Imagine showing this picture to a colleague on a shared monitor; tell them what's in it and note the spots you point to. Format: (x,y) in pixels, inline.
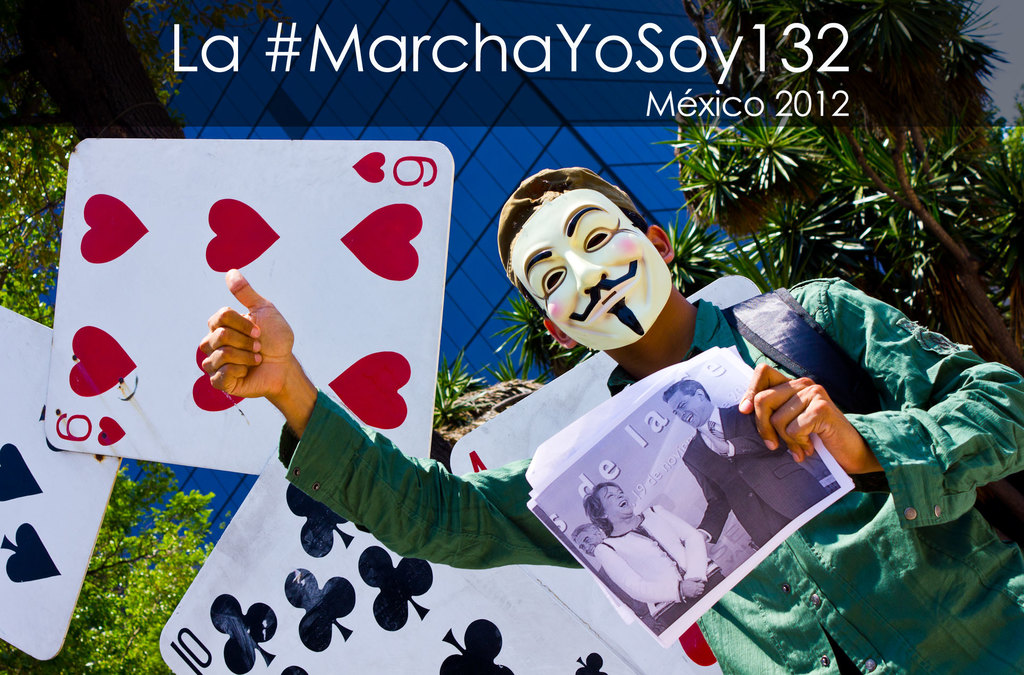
In this image I can see few trees (65,179), a building (498,205), few white colour cards (312,346) and here I can see one person (683,331) is standing. I can see this person (654,300) is wearing green colour shirt (950,549), a white colour mask (639,284), a cap (511,244) and I can see he is holding few papers (763,507). Here I can see something is written and on this paper (625,438) I can see a photo (668,449) of two people (716,420).
